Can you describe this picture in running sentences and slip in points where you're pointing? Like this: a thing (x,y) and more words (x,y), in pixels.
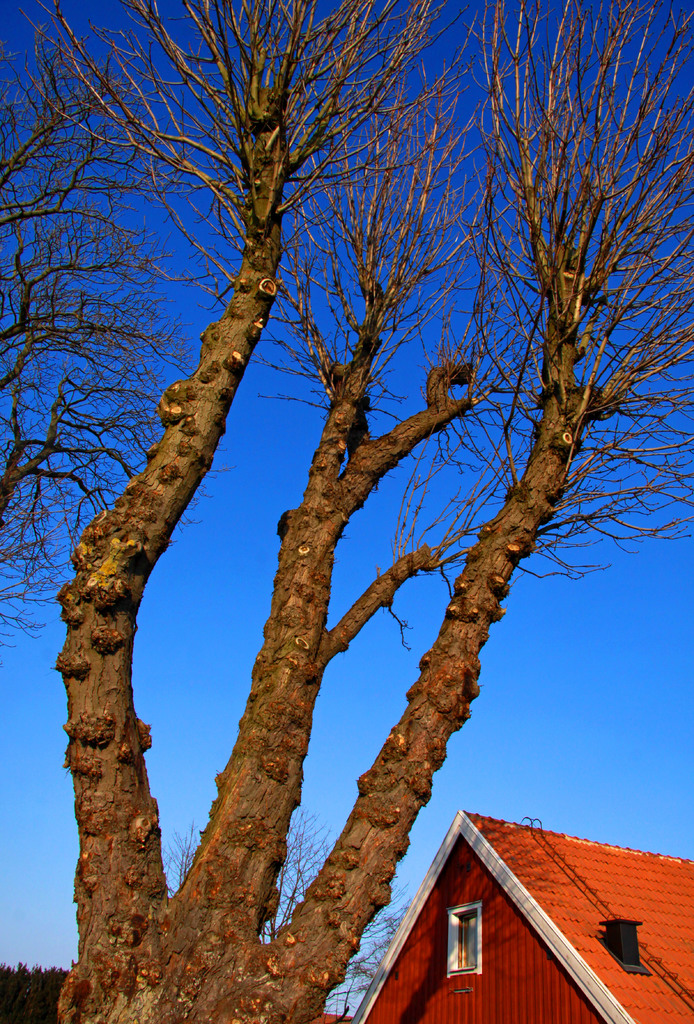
This is an outside view. In this image, I can see few trees (219,889). In the bottom right-hand corner (527,949) there is a house (476,899). In the background (252,551), I can see the sky (244,514) in blue color.
